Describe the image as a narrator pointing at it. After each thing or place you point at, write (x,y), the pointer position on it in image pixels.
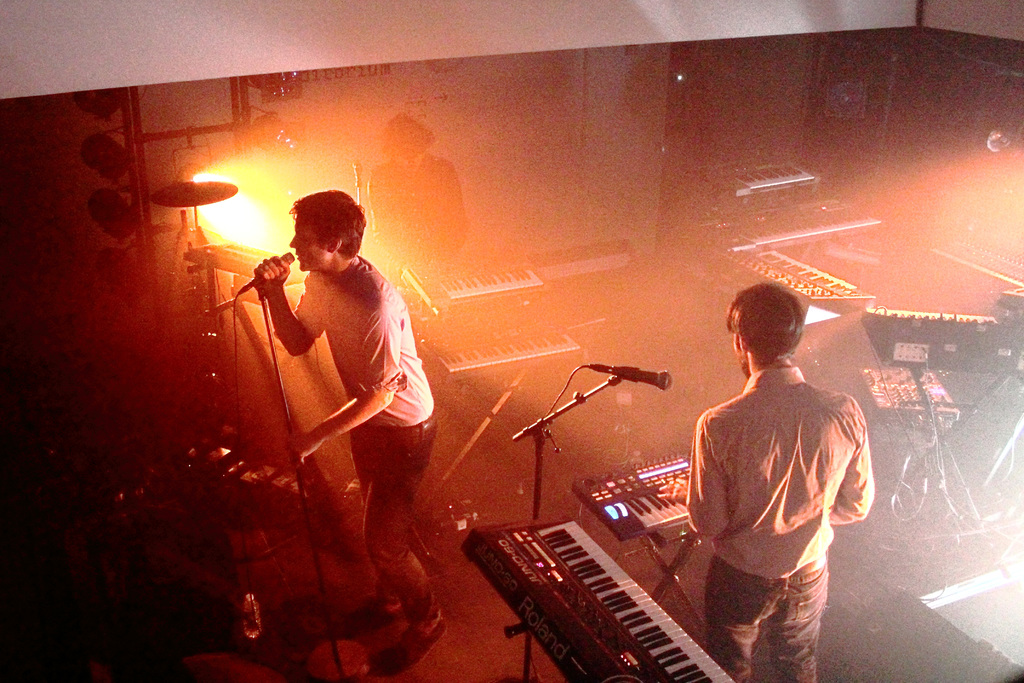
In this picture I can see a man (387,366) singing in the microphone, on the right side (760,561) a man (715,523) is playing the piano (653,525). In the background (236,196) I can see the light (250,202).
